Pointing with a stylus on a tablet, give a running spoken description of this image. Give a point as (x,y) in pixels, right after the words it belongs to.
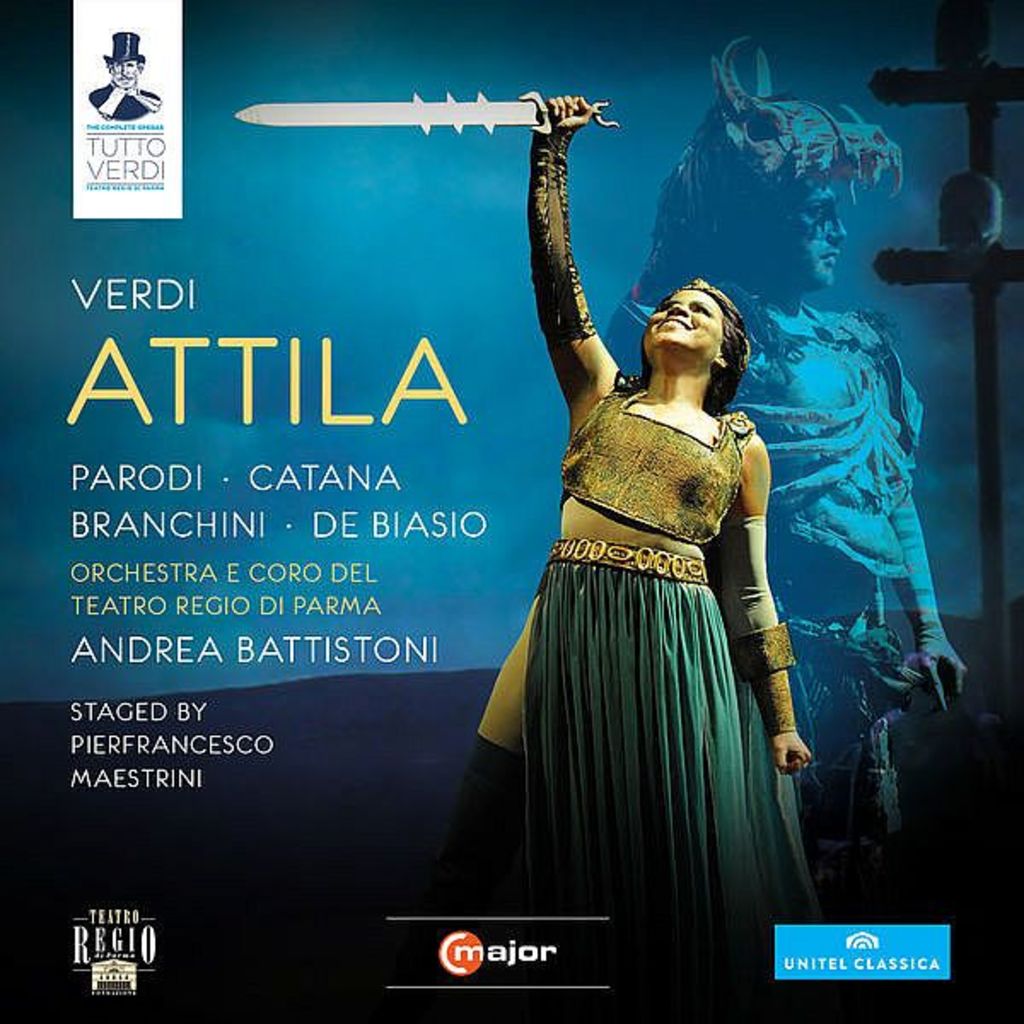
In the image we can see a woman (630,577) wearing clothes (612,610) and holding a sword (356,115) in her hand (571,104), this is a printed text (161,534).
